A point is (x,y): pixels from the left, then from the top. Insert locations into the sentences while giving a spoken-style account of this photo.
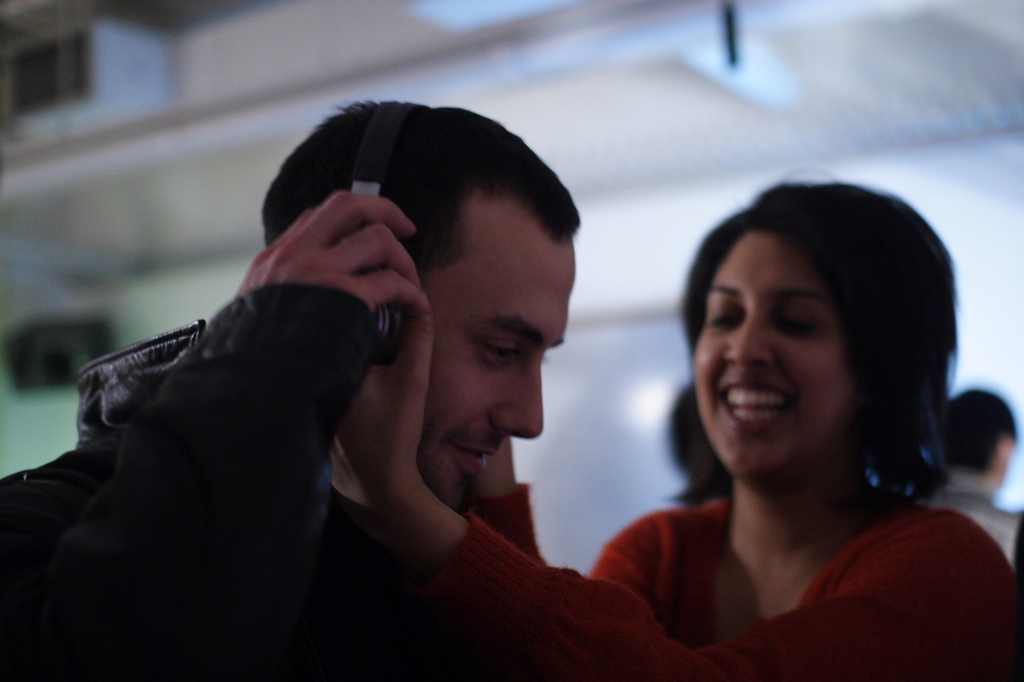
In the middle of the image (511,275) two persons (312,217) are standing and smiling and he is wearing a headphone (392,107). Background of the image (44,28) is blur. Behind them few people (989,475) are standing.
